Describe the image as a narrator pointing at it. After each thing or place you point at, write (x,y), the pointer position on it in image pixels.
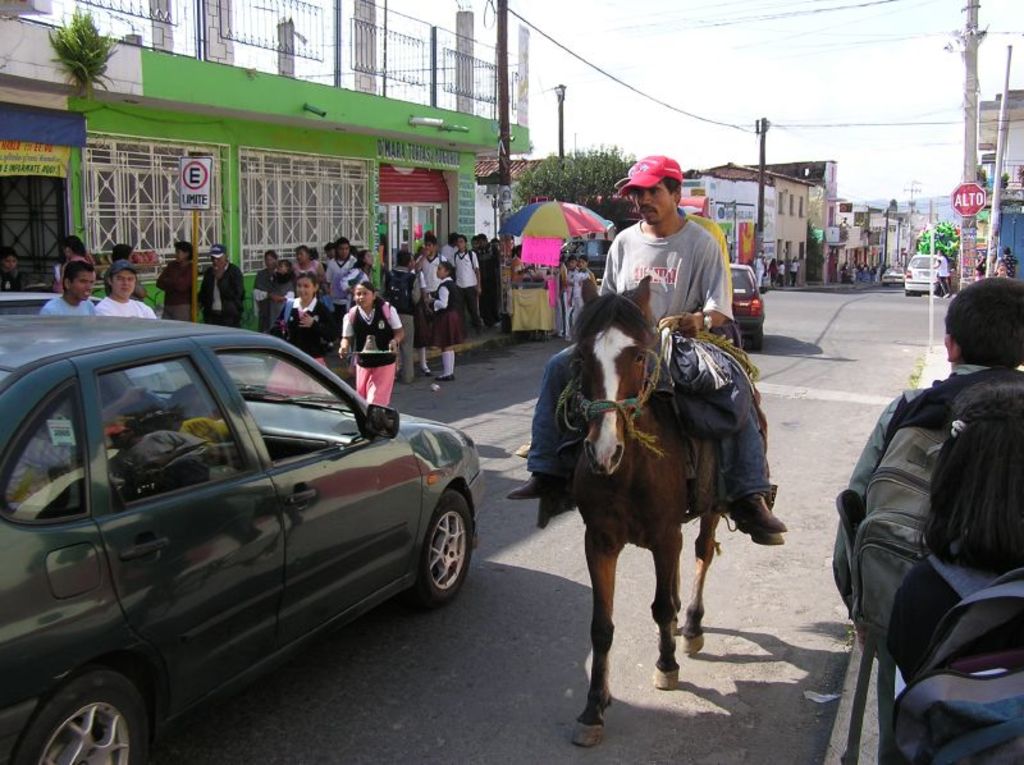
In this image on the road (835,305) few vehicles (124,683) are moving. Here a person (646,269) is riding horse (617,446). On the sidewalk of the road (823,371) many people (958,443) are there. On both sides there are buildings (730,183), trees (524,191), poles (999,198), sign boards (205,194). Here there is an umbrella (543,221), under it there are few people (485,311) and a table (537,307).
